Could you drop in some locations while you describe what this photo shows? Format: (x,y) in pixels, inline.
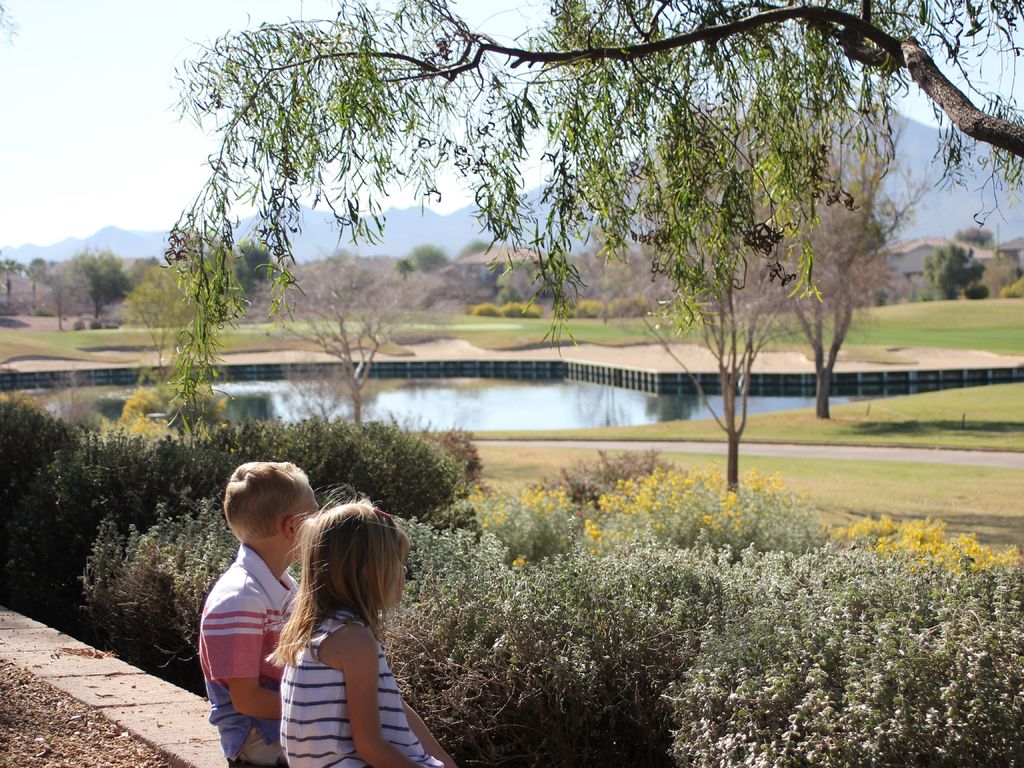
Here I can see a girl (315,607) and a boy (239,676) are sitting on a wall (191,720) facing towards the right side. In front of these children (291,617) there are many plants (706,529) along with the flowers (898,524). In the background (501,388) there is a pond (566,411) and I can see many trees (560,271). On the right side (897,260) there are few houses (909,264). At the top of the image (169,94) I can see the sky (170,82).
